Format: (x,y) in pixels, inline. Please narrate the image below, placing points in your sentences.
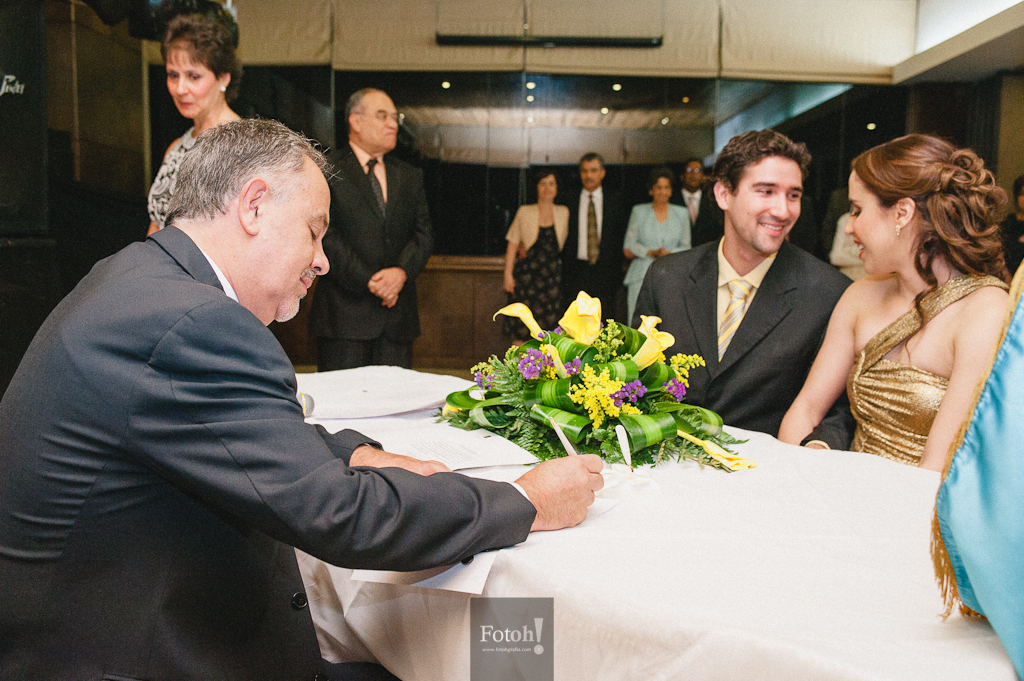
In this image we can see a man (301,463) holding the pen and writing on the paper (473,562) which is on the table (690,568) covered with the white color cloth (687,502). We can also see a bouquet (660,450) and a few people (586,279). In the background (645,132) we can see the glass window (718,105) and through the glass window (596,114) we can see the lights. We can also see the wall (1010,162). At the bottom (503,634) there is logo (526,634) with the text (510,643).
